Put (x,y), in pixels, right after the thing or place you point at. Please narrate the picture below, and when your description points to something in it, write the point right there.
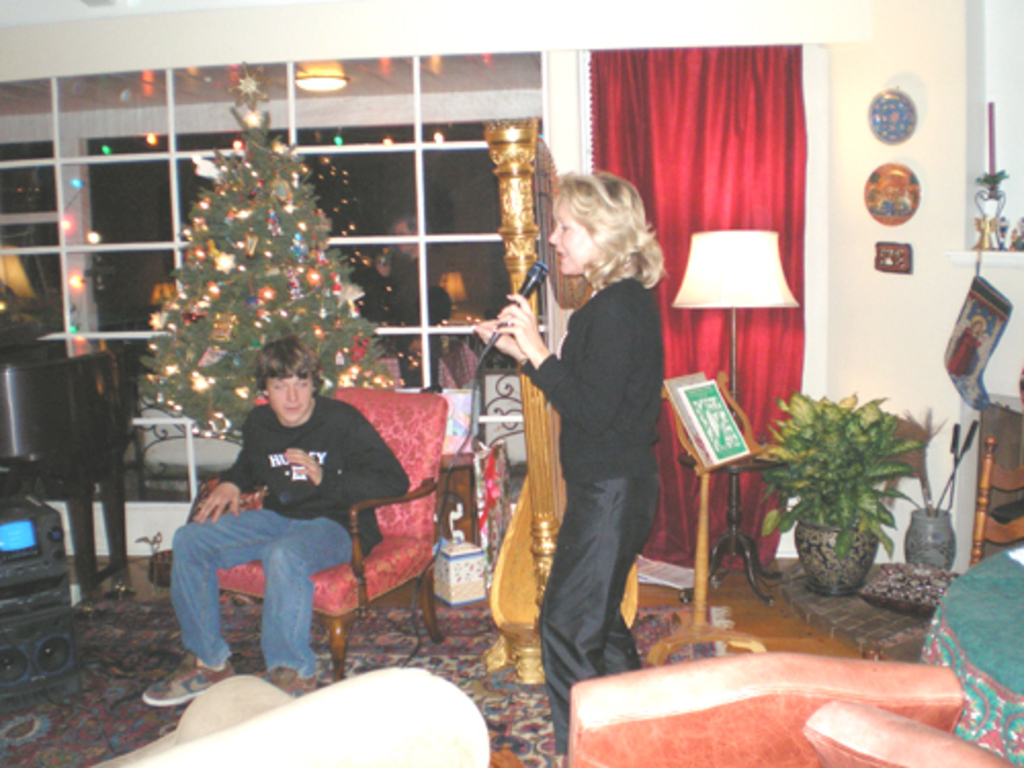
In this picture we can see a man (268,411) sitting on a chair (322,562), woman (564,233) holding a mic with her hand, standing on the floor (781,623), carpet (459,667), house plant (841,441), Christmas tree (241,380), devices (21,562), some objects (822,721) and in the background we can see a person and the lights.
